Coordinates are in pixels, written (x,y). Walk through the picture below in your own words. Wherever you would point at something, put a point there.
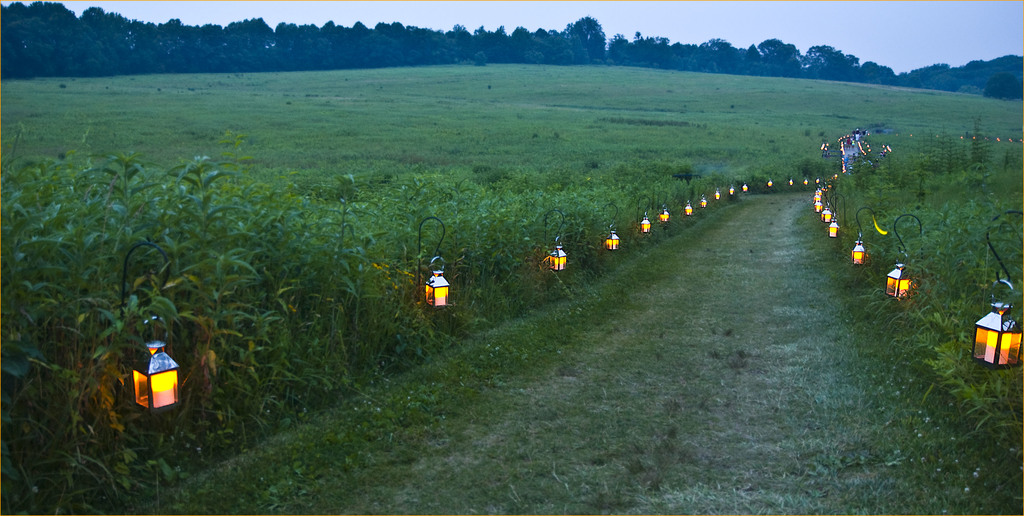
In this picture we can observe a path (656,352) in between the fields (198,91). We can observe some plants (297,235) on the ground (944,202). There are lamps (447,299) on either sides of this path (752,303). In the background (122,58) there are trees (509,56) and a sky (469,15).
